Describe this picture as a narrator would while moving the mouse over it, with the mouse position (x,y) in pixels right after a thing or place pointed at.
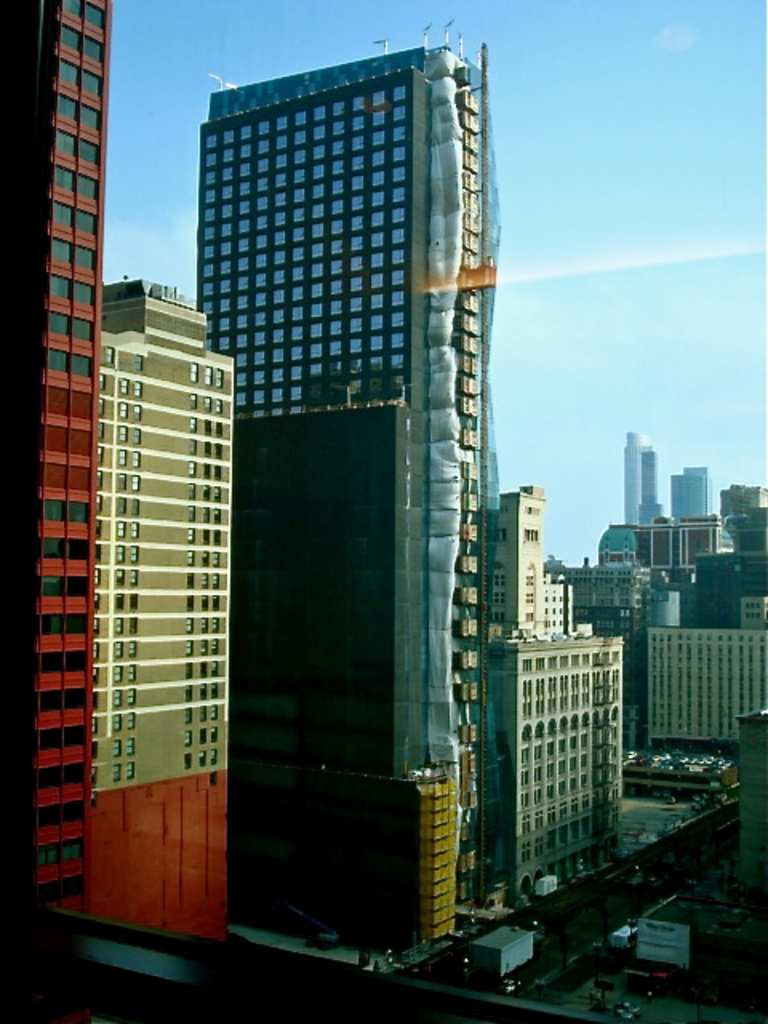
In the image there are many tall buildings (179,695) and in between those buildings (640,695) there is a road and there are some vehicles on the road (699,872).
